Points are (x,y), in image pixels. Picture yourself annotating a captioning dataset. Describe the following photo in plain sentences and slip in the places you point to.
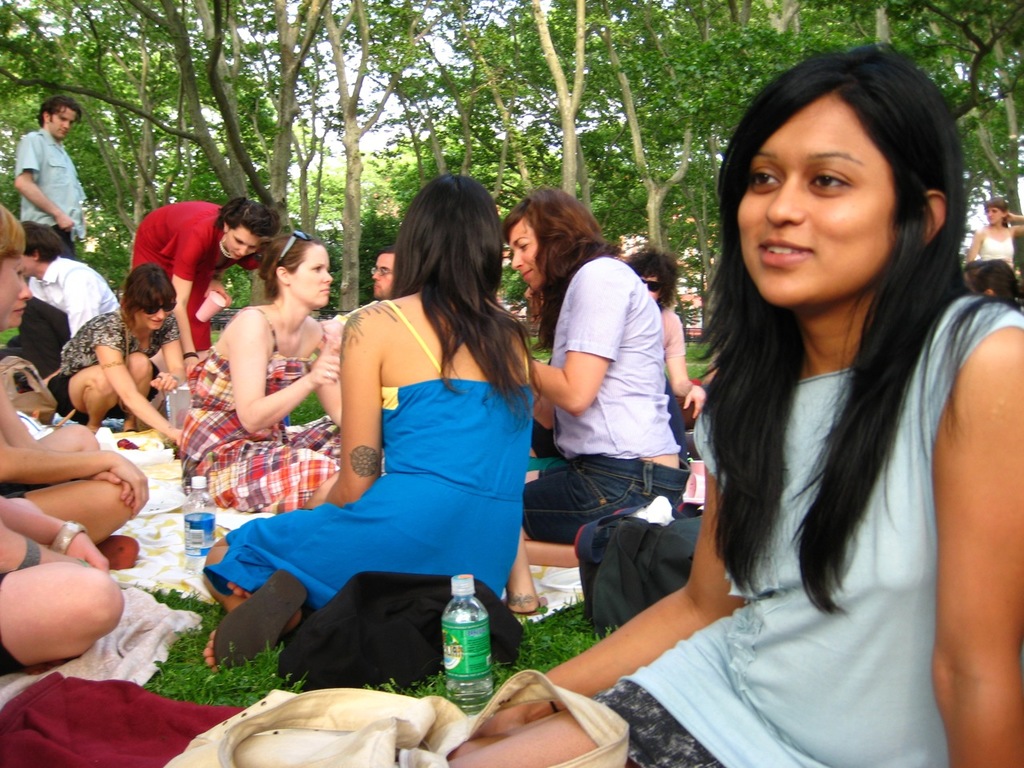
In this image i can see a group of people (523,436) are sitting on the ground (153,561). I can also see there are few bottles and couple of trees (490,181).
